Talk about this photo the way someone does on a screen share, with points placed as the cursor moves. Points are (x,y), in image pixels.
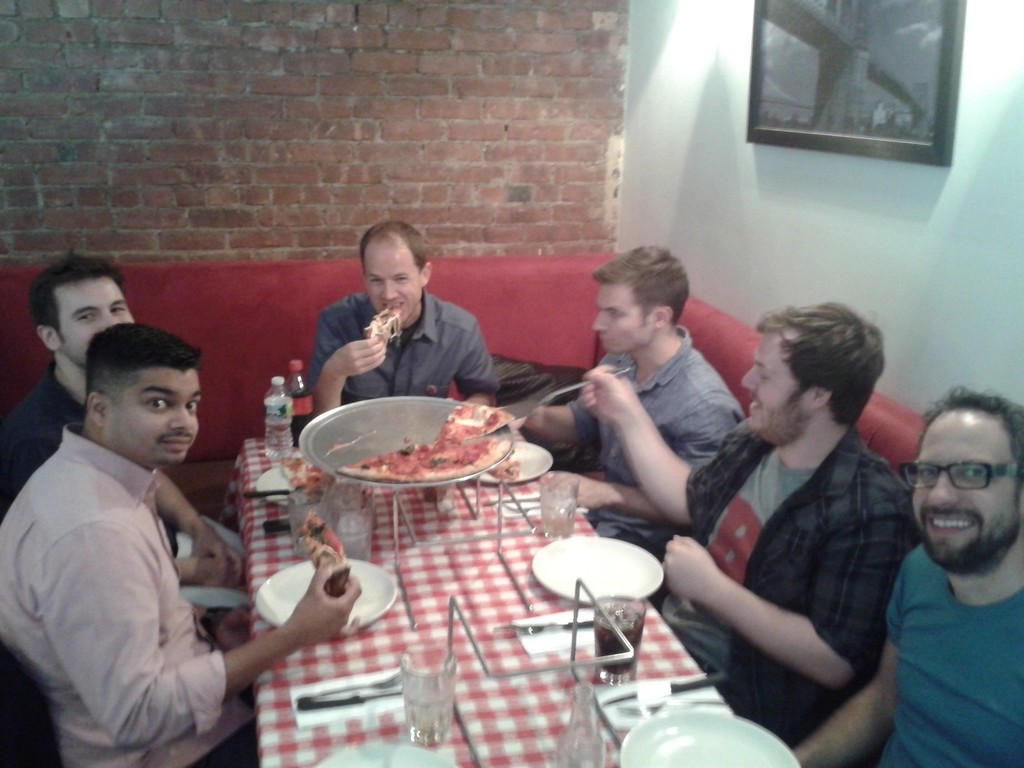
In this image the persons (164,408) are sitting on a sofa (266,341) and having food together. The man (934,584) at the bottom right (991,628) is having smile (971,523) on his face (981,539). The man (469,362) in the center (393,345) is eating. The man (117,528) at the left side (117,528) is holding food (332,583) in his hand (340,614). In the background (382,123) there is a wall (493,120) with red colour bricks (401,105). At the right side (843,98) frame (856,77) is hanged on the wall (961,160). On the table (457,663) there are glasses (419,688), plates (310,578).
